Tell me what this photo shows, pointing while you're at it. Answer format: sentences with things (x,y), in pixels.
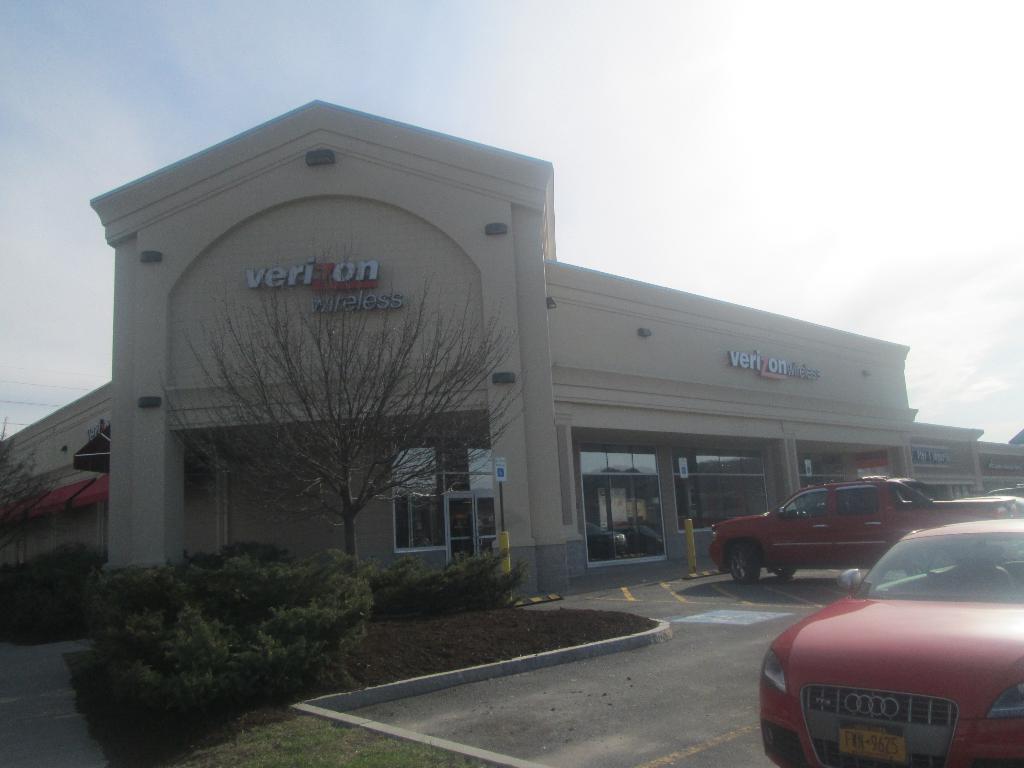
In this image we can see vehicles (913,518). Also there is a building (743,432) with windows (626,464). In front of the building (394,316) there is a tree (382,403). Also there are bushes (333,557). In the background (303,72) there is sky (141,150).
